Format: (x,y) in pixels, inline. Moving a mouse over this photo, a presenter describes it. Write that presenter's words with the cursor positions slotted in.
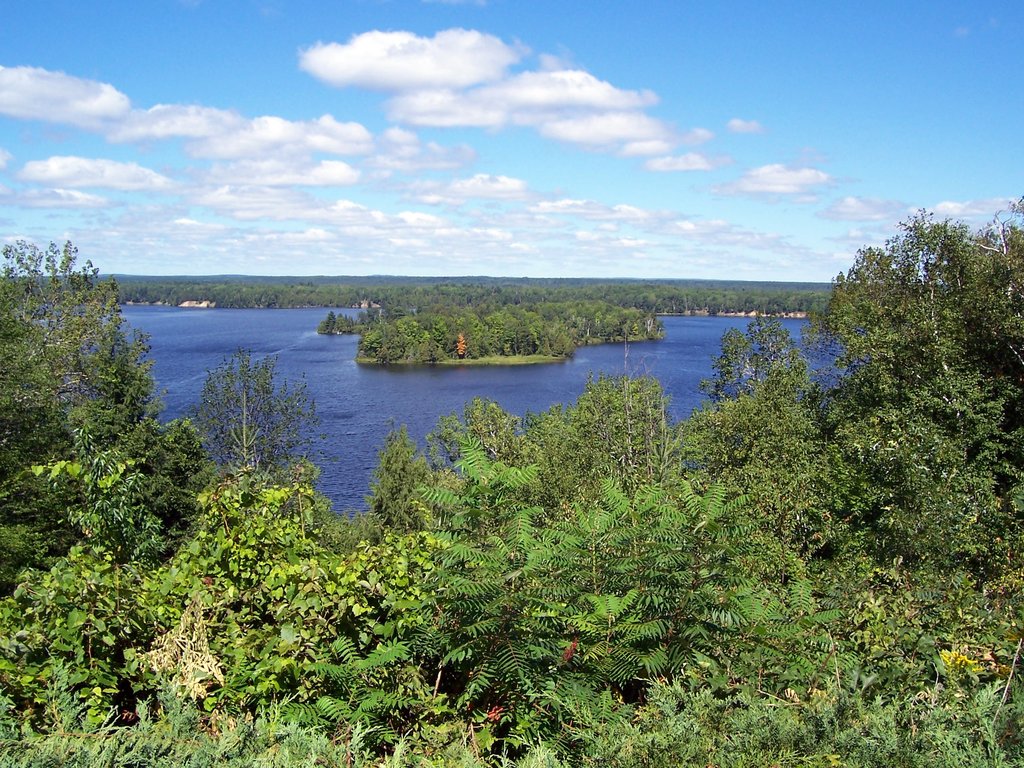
In this image we can see a group of trees (592,579) and water (538,378). In the background (567,230), we can see the cloudy sky (547,177).
